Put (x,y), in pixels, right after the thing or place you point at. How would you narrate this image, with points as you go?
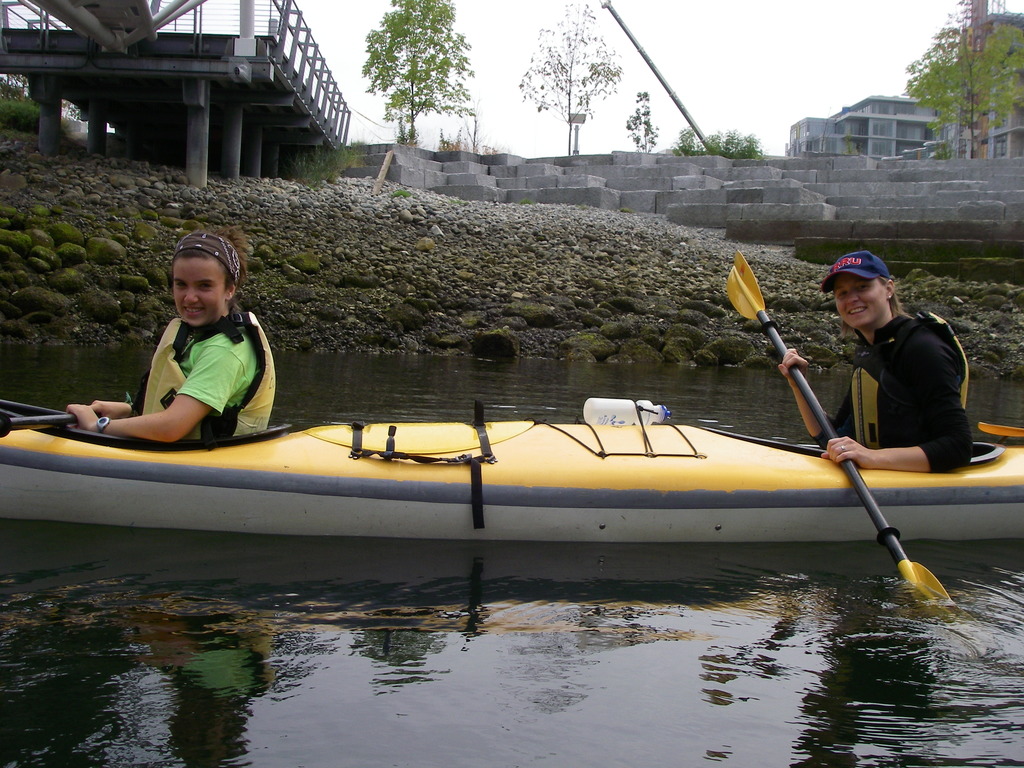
In the center of the image (585,434) there are two people (866,451) sitting in a boat (921,486) and holding a paddle (737,279). At the bottom of the image (440,657) there is water (478,660). In the background of the image (516,163) there is a bridge (308,33), trees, buildings (919,137) and staircase (773,185).
